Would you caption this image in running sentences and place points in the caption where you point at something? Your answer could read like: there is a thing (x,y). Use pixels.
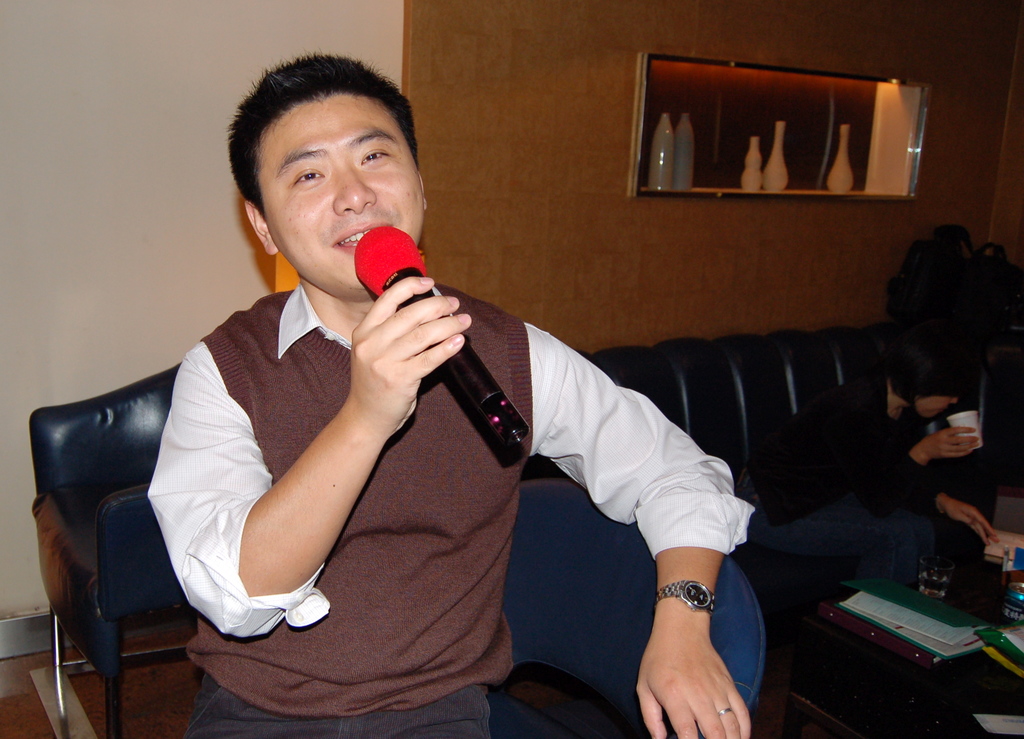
on the background of the picture (52,186) we can see a wall (802,63) and here we can see flasks (778,144). here we can see a man (253,118) sitting on a chair (566,534) and he is holding a smile on his face (335,194) and we can see a mike (397,277) in his hand (402,289). He wore watch (688,602). At the right side of the picture (921,465) we can see a person (948,496) sitting on the sofa (988,450) and holding a glass (974,426) in her hand (948,446). In Front of her there is a table (969,662). On the table (962,684) we can see some files (959,633).
